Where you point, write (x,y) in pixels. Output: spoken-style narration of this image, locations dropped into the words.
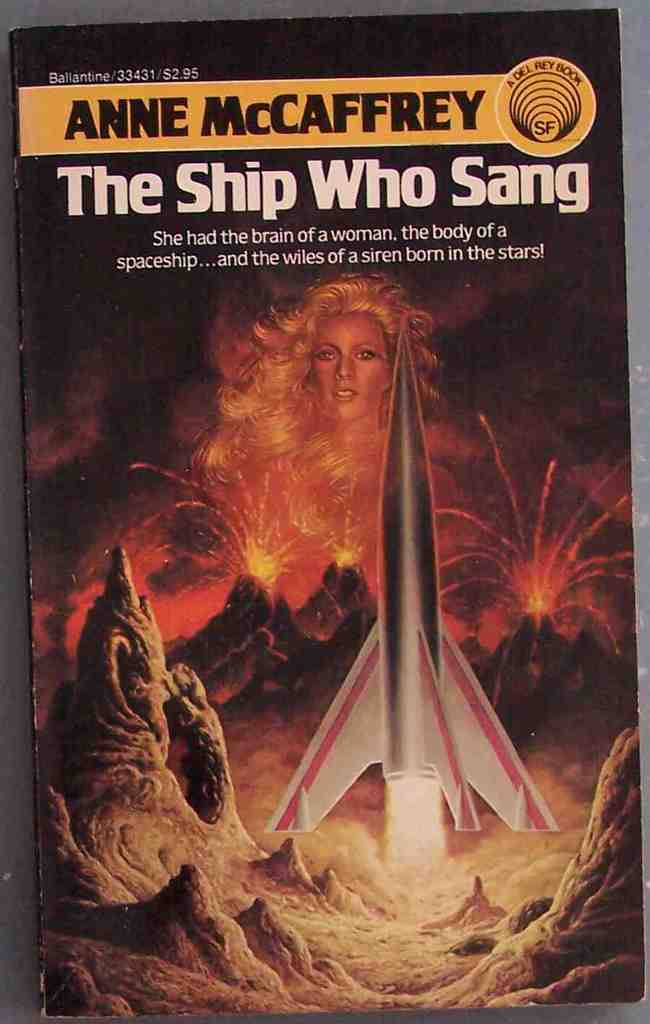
In this image I can see a front cover (548,325) of a book (569,826) in which a woman (271,382), rocket (429,740) and stones (169,895) are there. This image is taken may be during a day.
